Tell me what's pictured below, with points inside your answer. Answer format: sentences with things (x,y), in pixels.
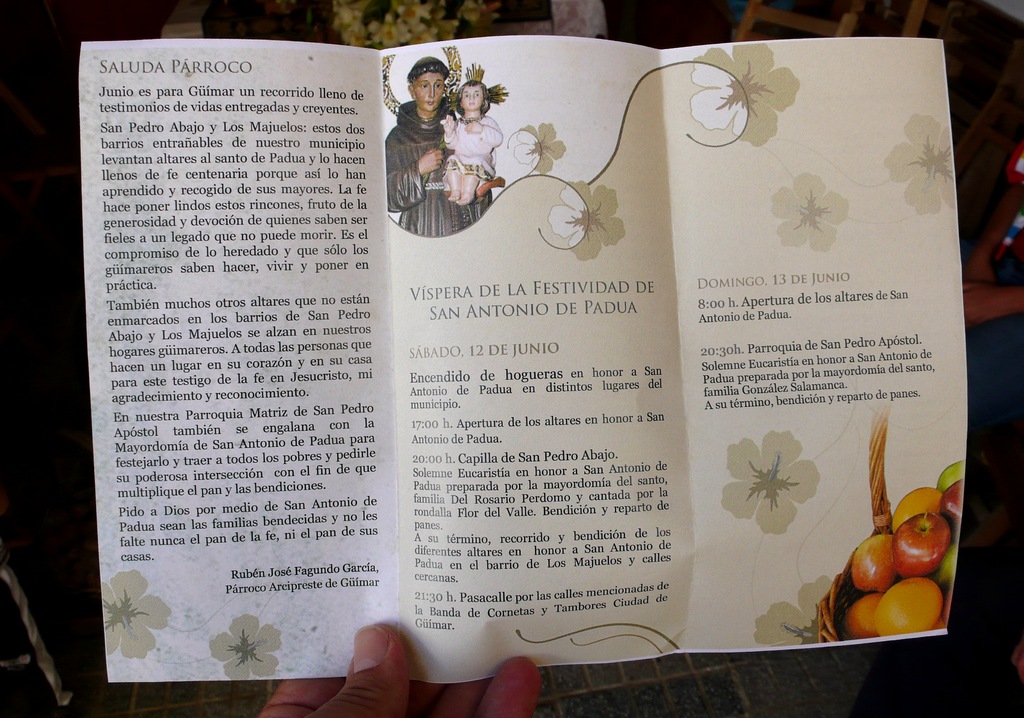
In this picture there is a person (404,655) holding a brochure (437,461) which has two pictures (869,614) and something written on it and there are some other objects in the background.
